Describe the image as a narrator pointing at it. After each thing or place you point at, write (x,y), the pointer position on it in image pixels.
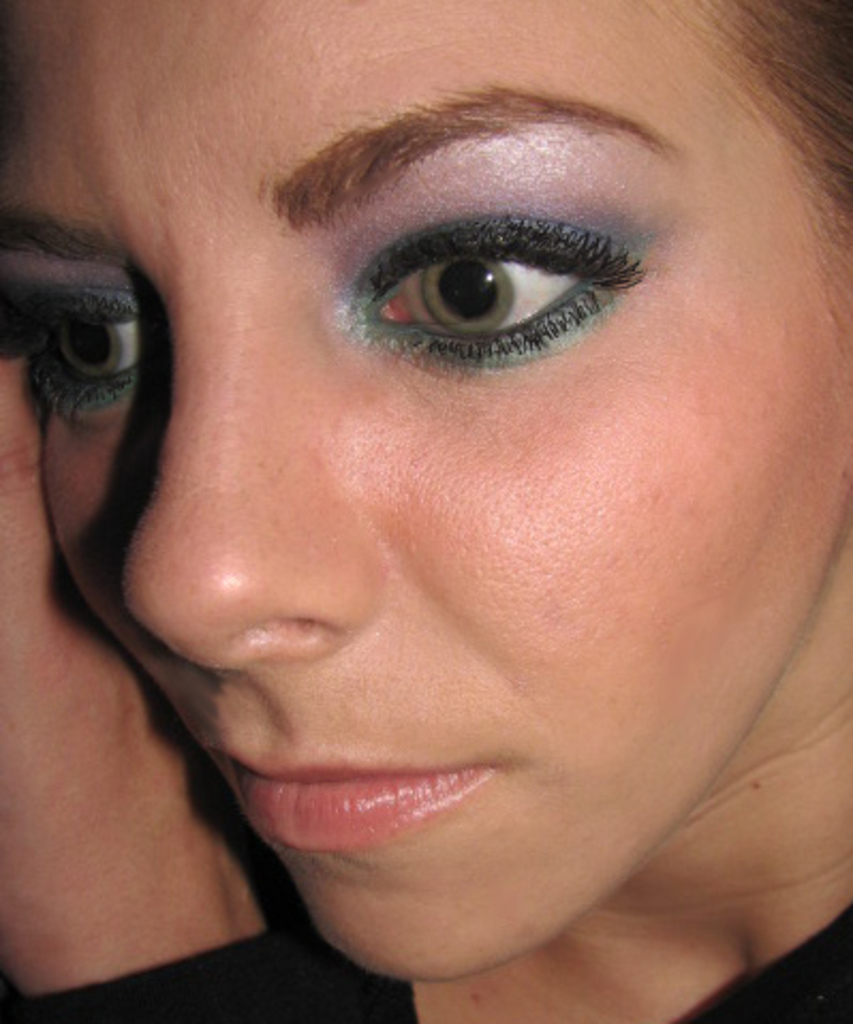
In the picture I can see a face (470,502) of a woman (363,488).
